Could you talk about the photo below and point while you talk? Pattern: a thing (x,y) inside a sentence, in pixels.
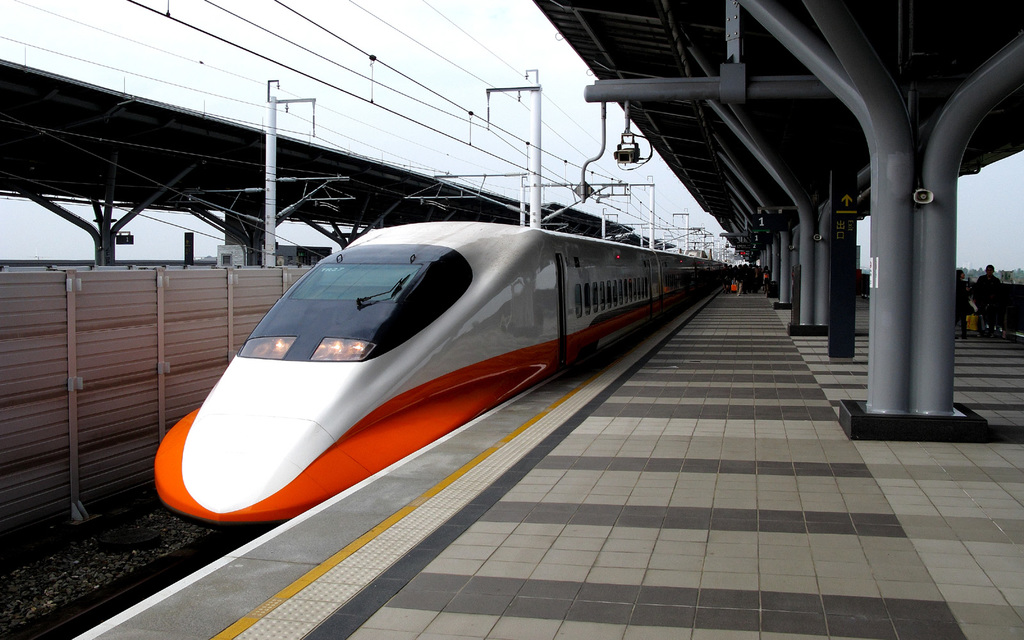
In this picture we can see a train (309,370) on the railway track (131,541). On the left side of the train (399,302), it looks like a wall (125,341) and electrical poles (274,186) with cables (434,105). Behind the electrical poles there is the sky (365,2). On the right side of the train (501,301) there are some people (764,278) on the platform (733,329) and on the platform (742,320) there are pillars (904,324) and some objects (749,241).
